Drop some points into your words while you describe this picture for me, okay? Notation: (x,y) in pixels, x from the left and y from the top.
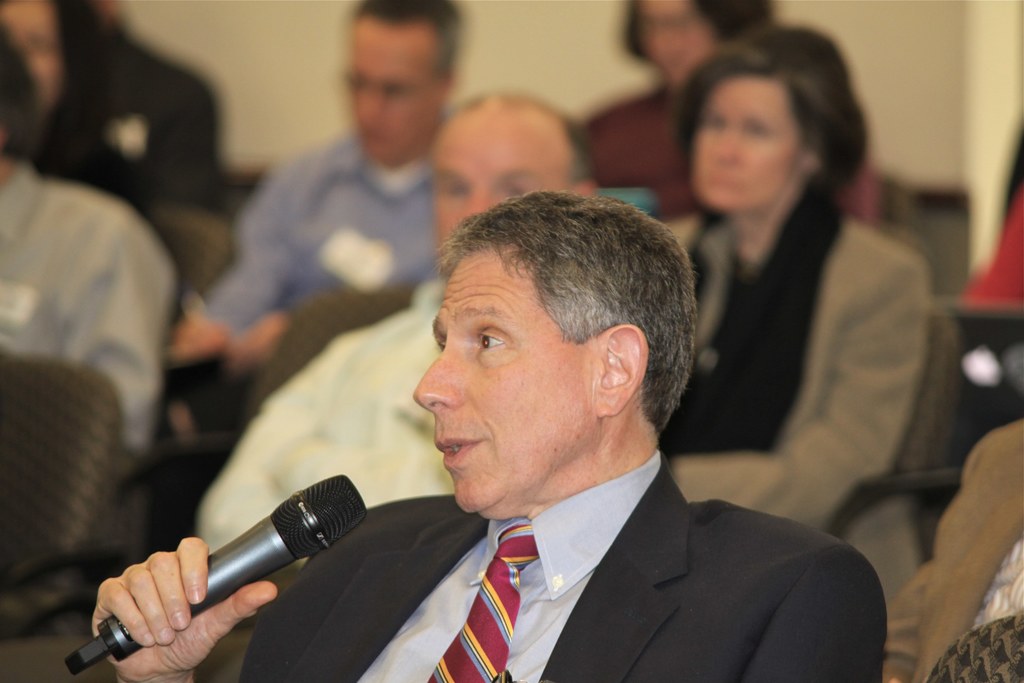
This picture shows a group of people (558,165) seated on the chairs (105,417) and we see a man (342,568) speaking with the help of a microphone (353,486) in his hand (134,681).
